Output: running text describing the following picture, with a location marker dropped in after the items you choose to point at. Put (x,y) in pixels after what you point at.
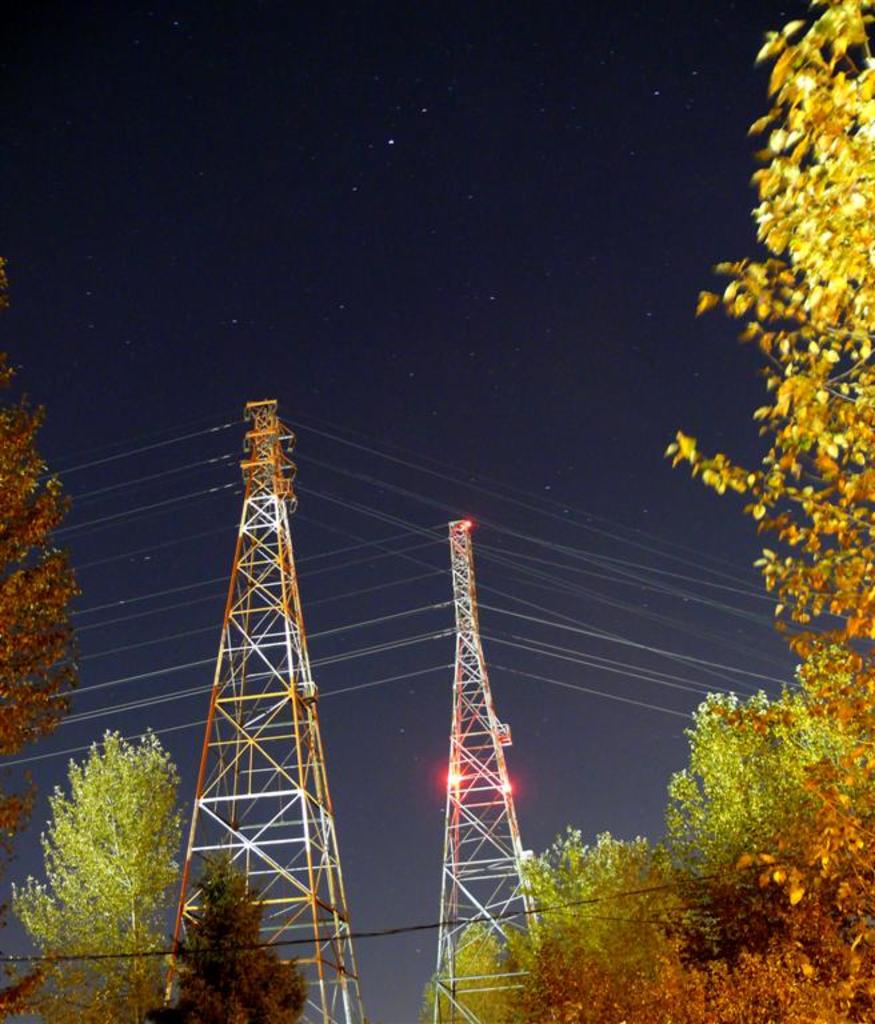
In this image at the bottom (84,943) and on the left (2,600) and right side (586,875) we can see trees (116,931). In the background (450,760) we can see towers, lights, electric wires (320,555) and stars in the sky (641,119).
